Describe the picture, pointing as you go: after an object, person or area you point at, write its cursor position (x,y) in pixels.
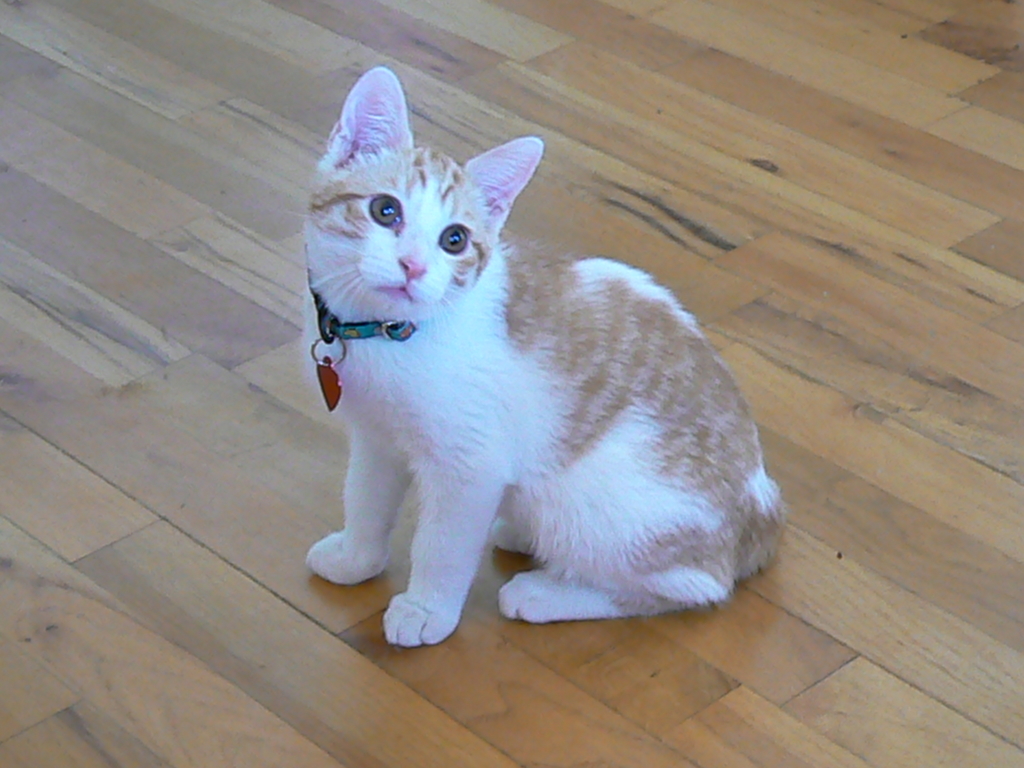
In this picture, we see a white cat (539,313). It is staring at something. We see the belt (321,322) of the cat (367,347) in black, red and blue color. At the bottom (657,640), we see the wooden floor (811,446).
